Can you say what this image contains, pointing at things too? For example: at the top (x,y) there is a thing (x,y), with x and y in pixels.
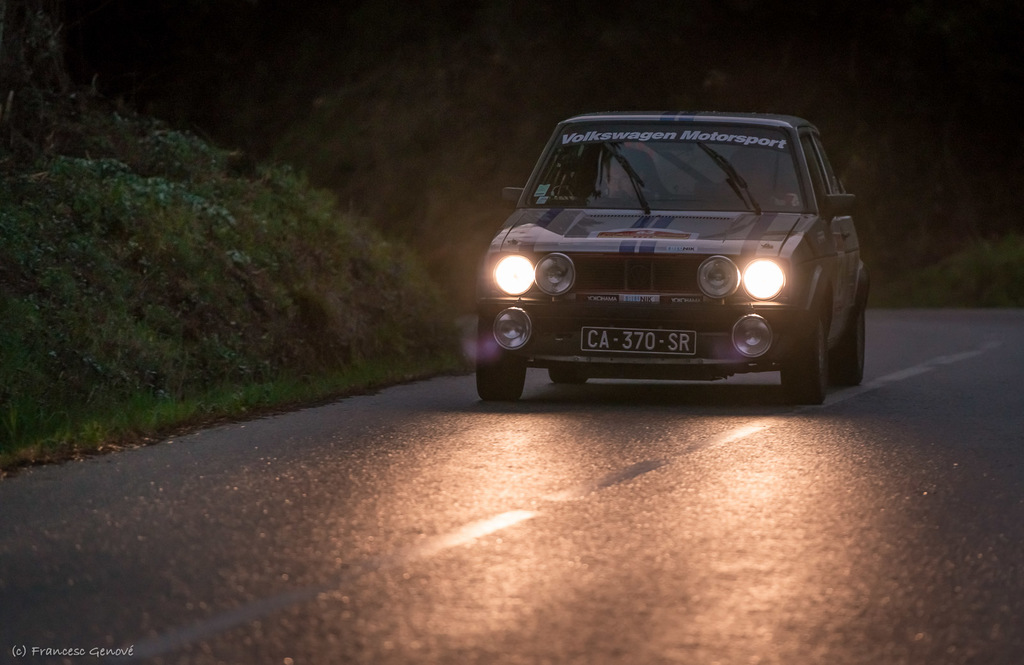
In this image we can see a vehicle (603,286) with a number plate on the road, there is some grass (155,321) and the background (805,53) it is dark.
